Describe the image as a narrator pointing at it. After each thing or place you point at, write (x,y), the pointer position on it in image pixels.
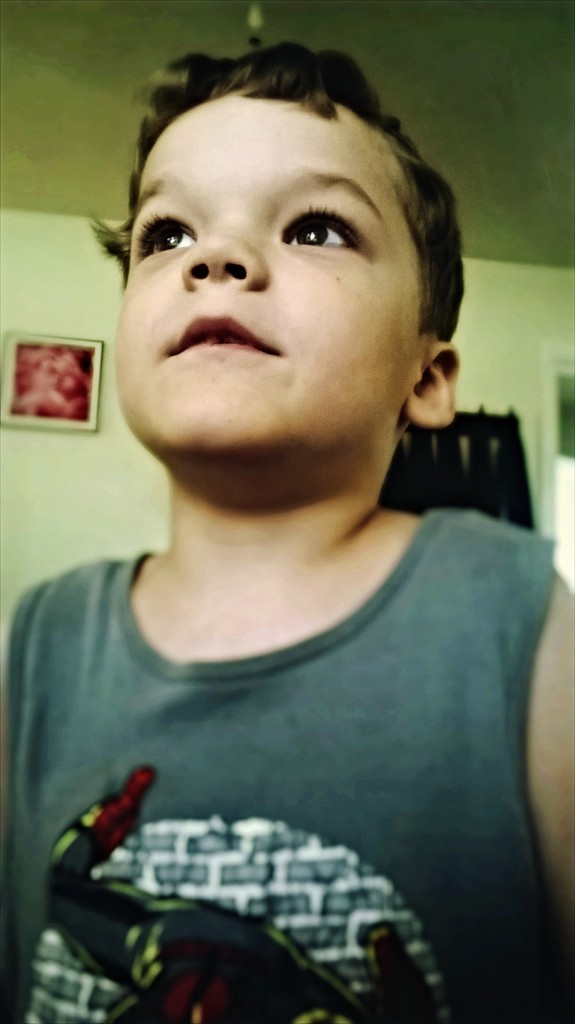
In the center of the image (248,424) there is a boy (311,763). In the background (66,374) there is a frame (53,340) attached to the plain wall (78,487). At the top (67,48) there is ceiling (105,66).
